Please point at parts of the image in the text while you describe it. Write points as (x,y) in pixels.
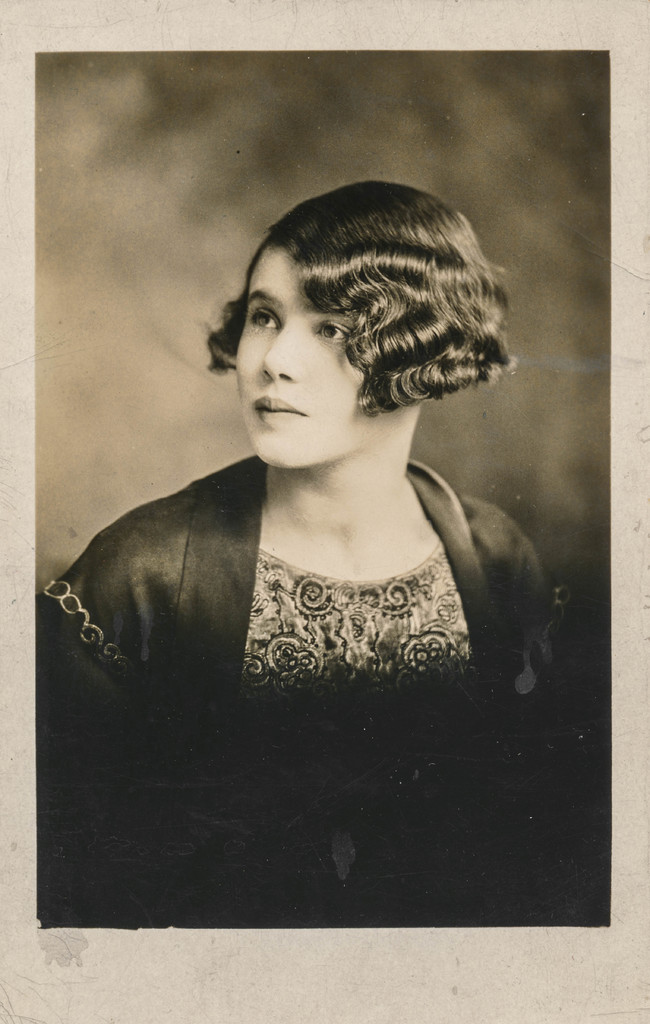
In this picture we see a portrait of a woman (280,518) with short curly hair (419,241) wearing a black dress (161,873).
